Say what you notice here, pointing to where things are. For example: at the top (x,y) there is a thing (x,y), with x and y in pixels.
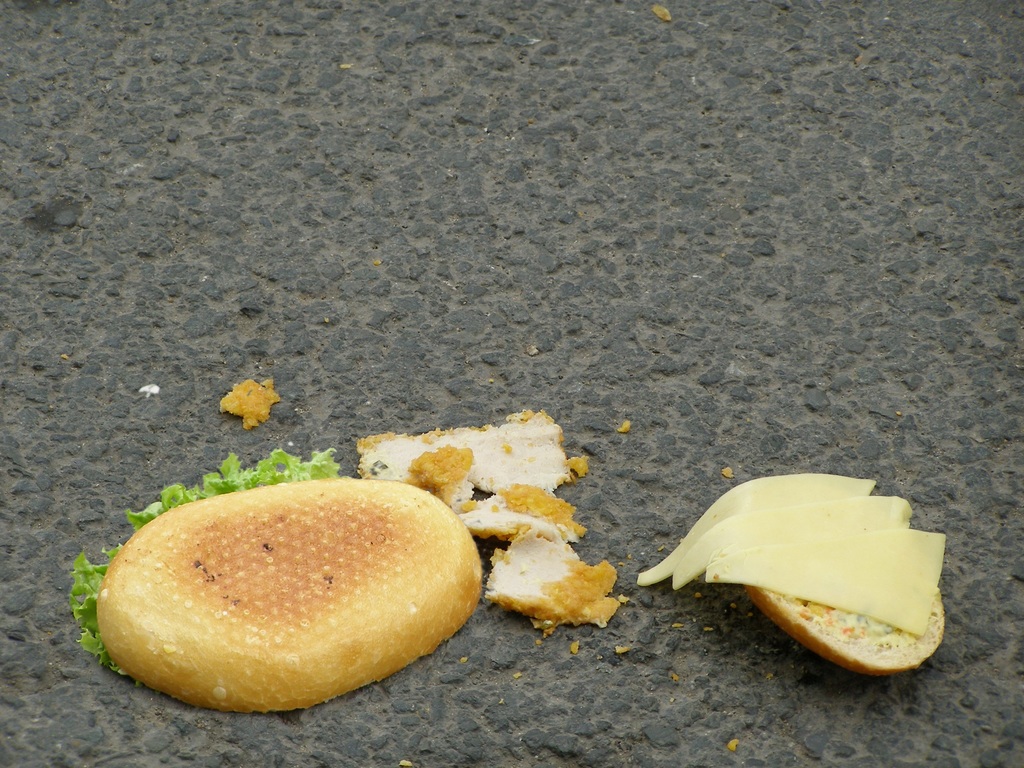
In this image we can see bread pieces (367,664), cheese (797,578) and leaves (108,658) are on the road (257,336).
